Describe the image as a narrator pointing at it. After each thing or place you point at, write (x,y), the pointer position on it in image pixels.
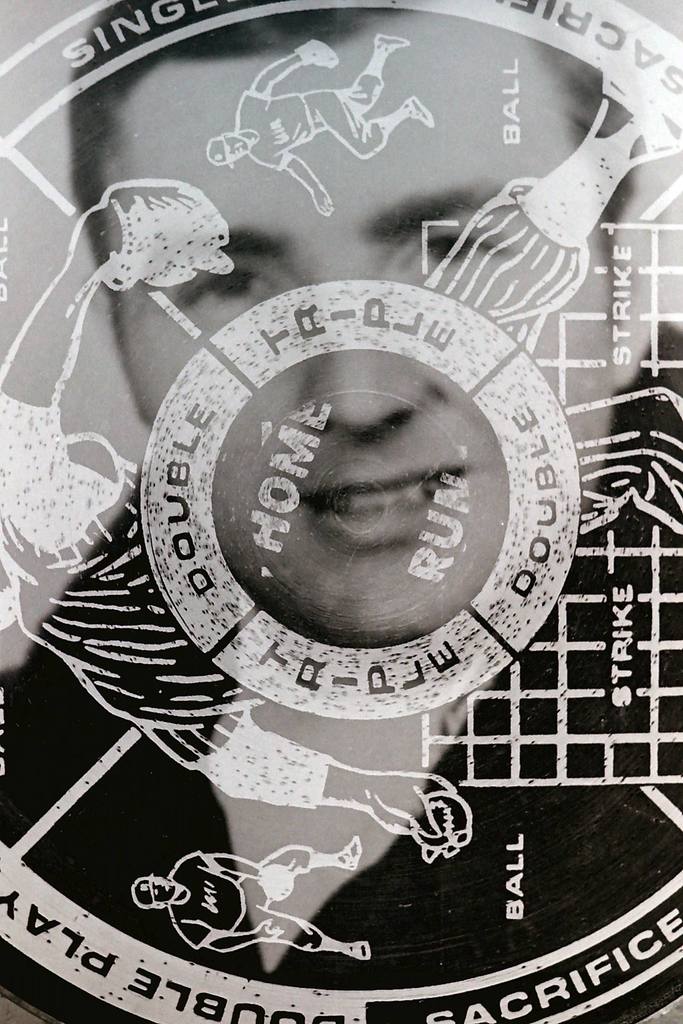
This is a black and white image as we can see there is a logo (294,177) in middle of this image (354,367) and from logo (401,292) we can see there is one person (316,542).
